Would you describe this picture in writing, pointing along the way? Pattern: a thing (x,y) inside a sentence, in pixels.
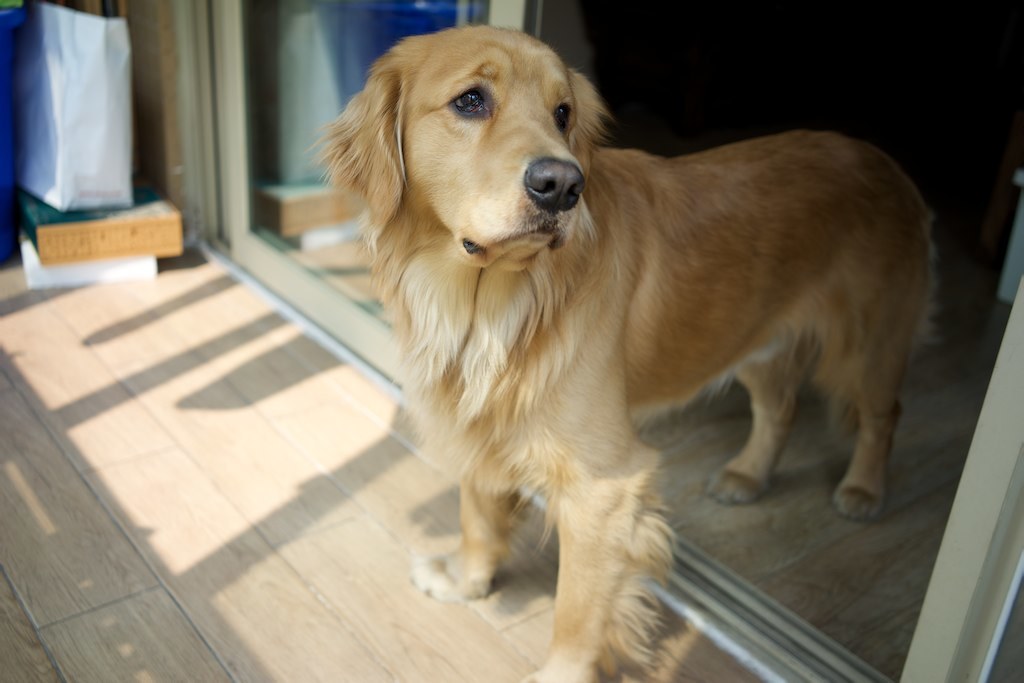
In this picture I can observe dog (524,271) in the middle of the picture (500,351). This dog (540,187) is in cream color. The background (747,83) is dark.
